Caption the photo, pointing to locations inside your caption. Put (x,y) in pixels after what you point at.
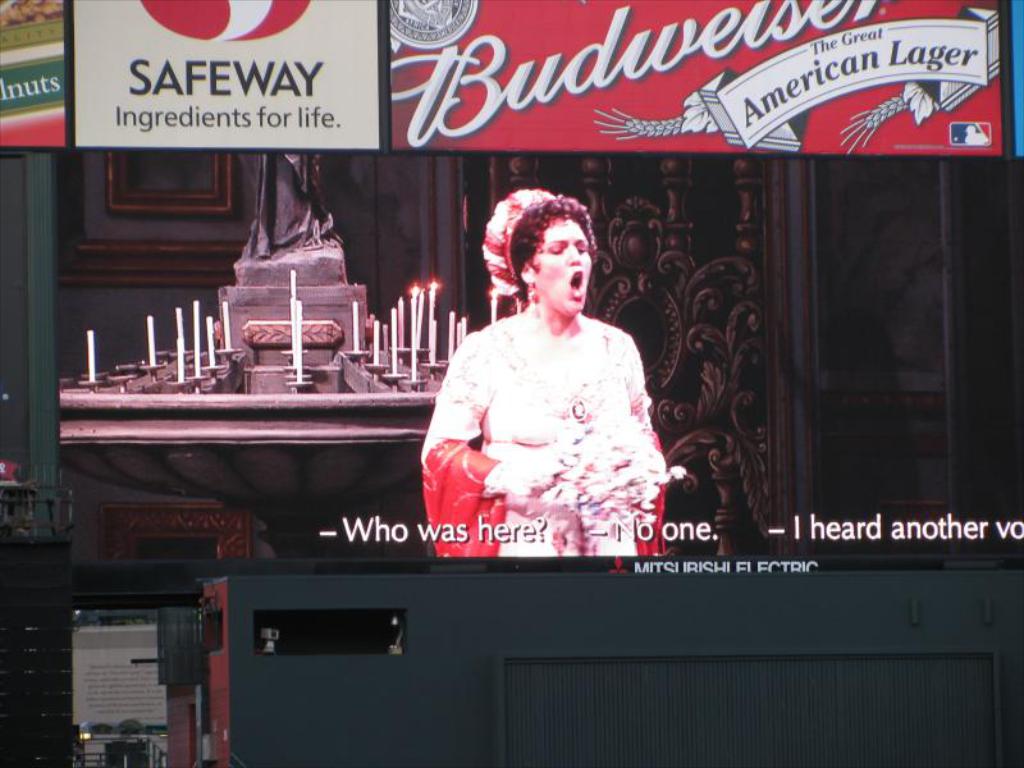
In this image I can see a woman (525,463) is standing. In the background (295,284) I can see candles (374,351), boards (319,87) which has something written on it. Here I can see some text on the image.
